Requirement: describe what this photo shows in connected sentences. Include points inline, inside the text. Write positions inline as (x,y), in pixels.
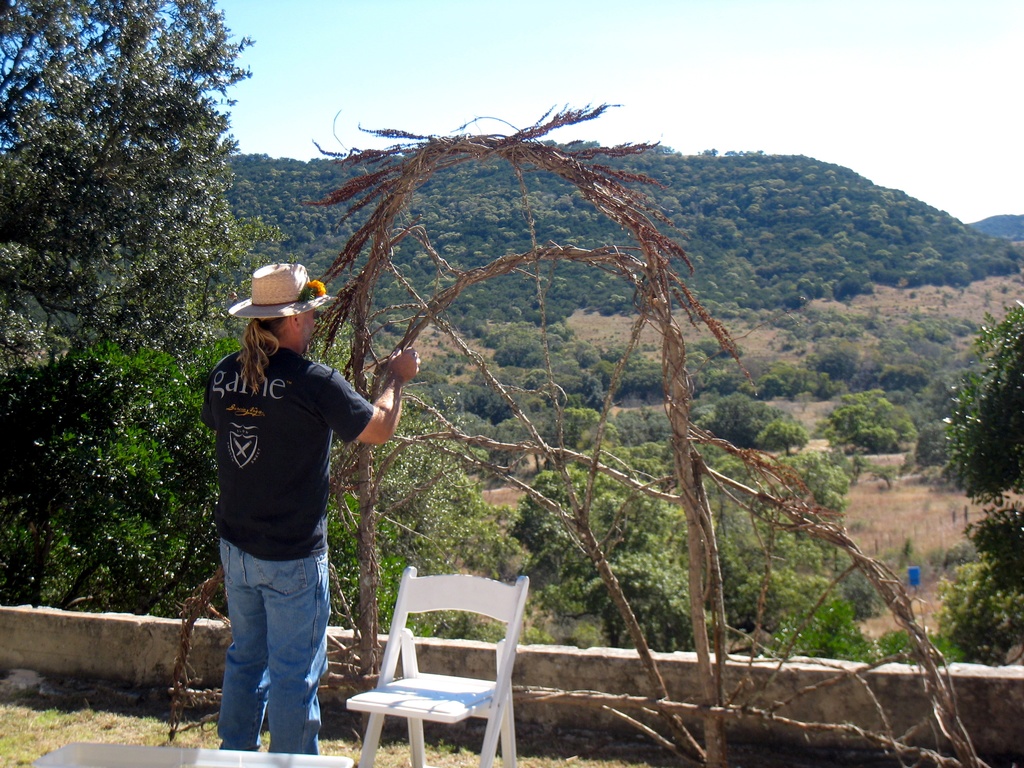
in this picture we can see a person (306,477) standing and doing something we can also see trees (197,173) mountains (865,265), here we can also see the chair (388,669) near the person (239,669), here we can see the clear sky (624,68).
